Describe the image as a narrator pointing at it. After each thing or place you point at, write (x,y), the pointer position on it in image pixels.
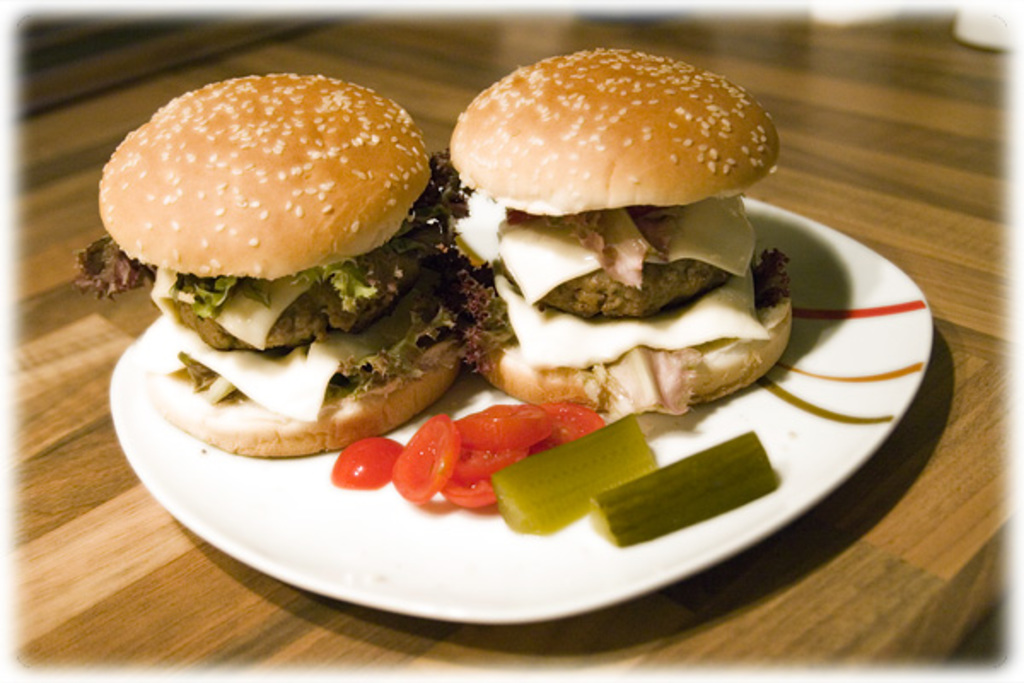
In this image I can see a plate (800,270) which consists of two burgers (422,166) and a few slices of tomato (415,459). This plate (859,441) is placed on a table (918,219).
